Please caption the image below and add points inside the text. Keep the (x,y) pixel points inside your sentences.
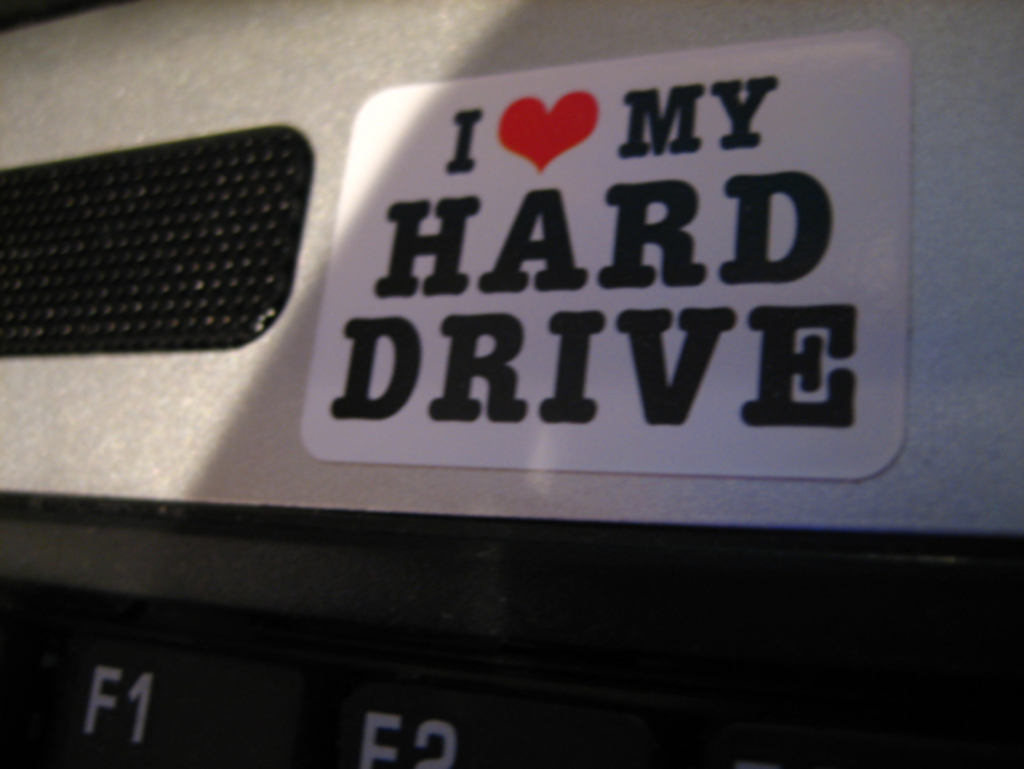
In the picture we can see a part of the laptop (924,670) with a sticker (343,272) on it mentioned in it as I love my hard drive.
